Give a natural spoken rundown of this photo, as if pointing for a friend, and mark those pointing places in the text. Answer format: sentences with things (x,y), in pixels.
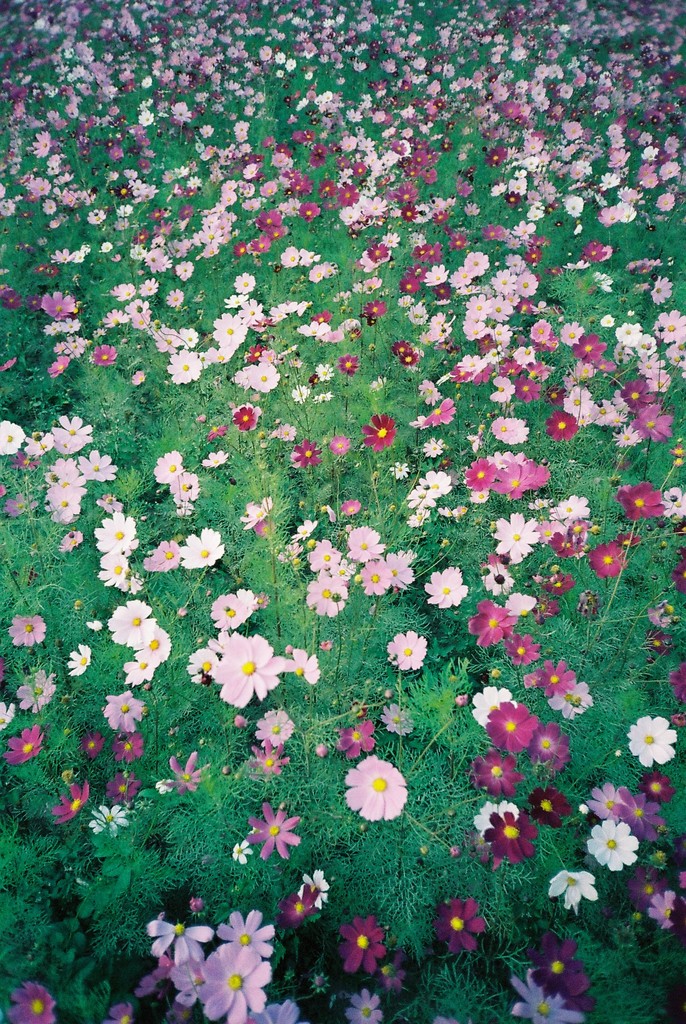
In the picture we can see, full of plants (318,891) with flowers (218,978) to it which are pink in color and some are light pink in color.
